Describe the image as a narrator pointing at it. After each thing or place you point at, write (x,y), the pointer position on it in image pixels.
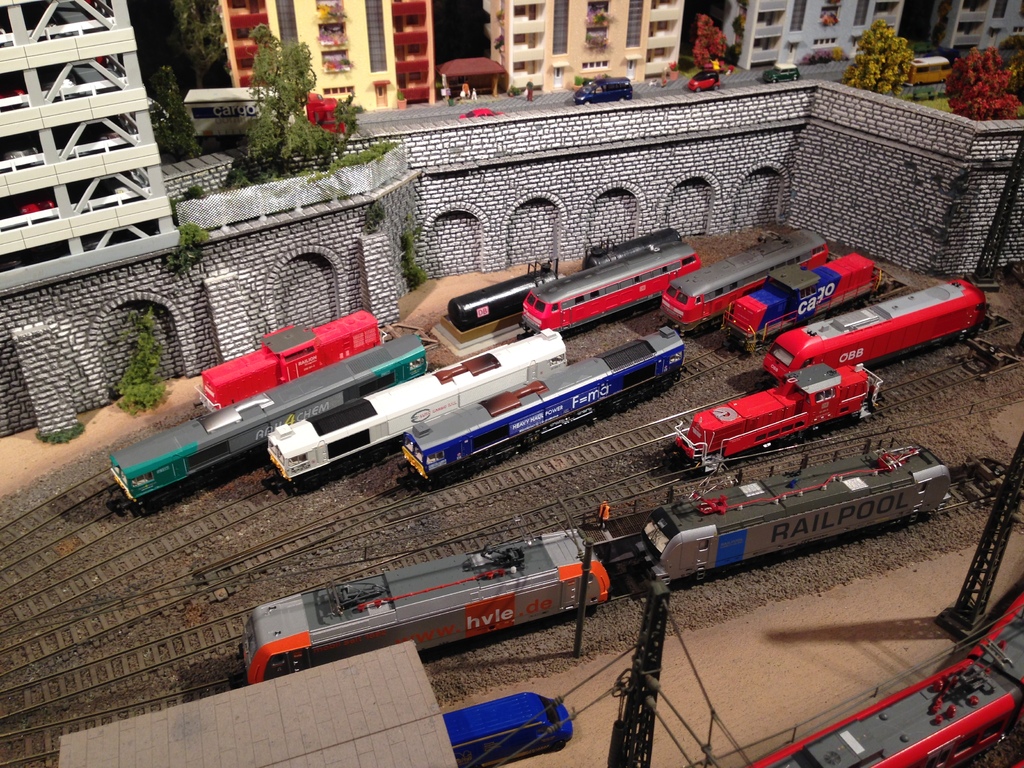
In this picture there are railway tracks (67,650), trains (537,302), poles (651,610), cables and platform (194,753). At the top (304,124) there are buildings (361,92), trees (313,131), vehicles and a wall (574,199).
